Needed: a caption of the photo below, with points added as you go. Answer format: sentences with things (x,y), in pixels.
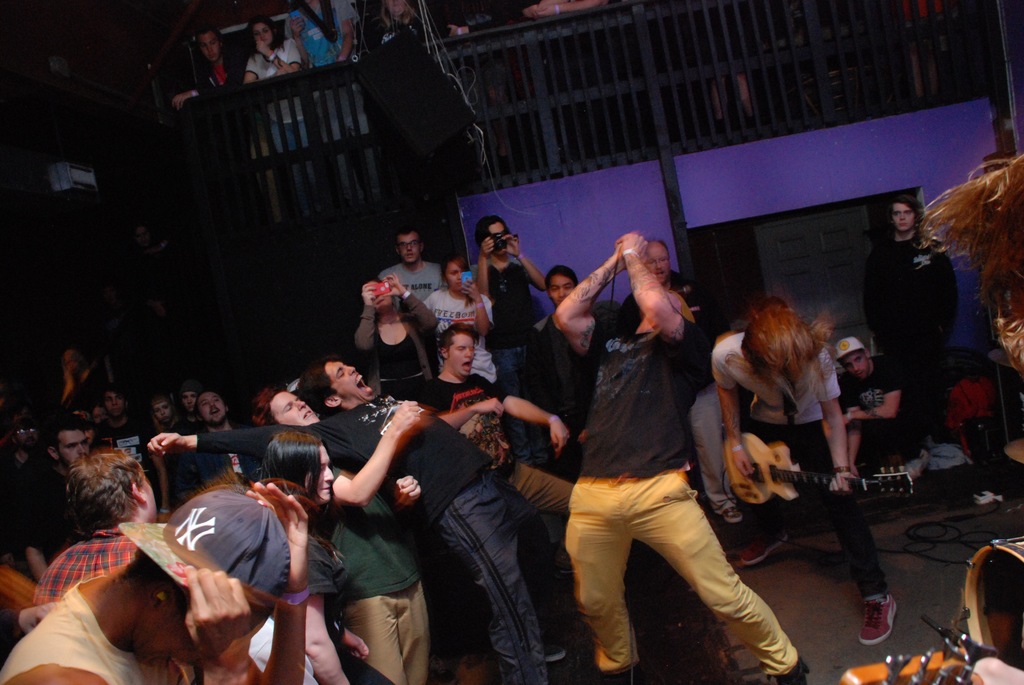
The picture is taken in a room (876,138). In the foreground of the picture (366,391) there are many people (429,364) standing. On the right (824,495) there is a person (799,482) playing guitar (785,474), another person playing drums (1004,586). In the center (623,385) there is a person (623,425) singing. At the top (237,149) there is a railing (304,106), behind the railing (237,149) there are people (264,55) standing.
